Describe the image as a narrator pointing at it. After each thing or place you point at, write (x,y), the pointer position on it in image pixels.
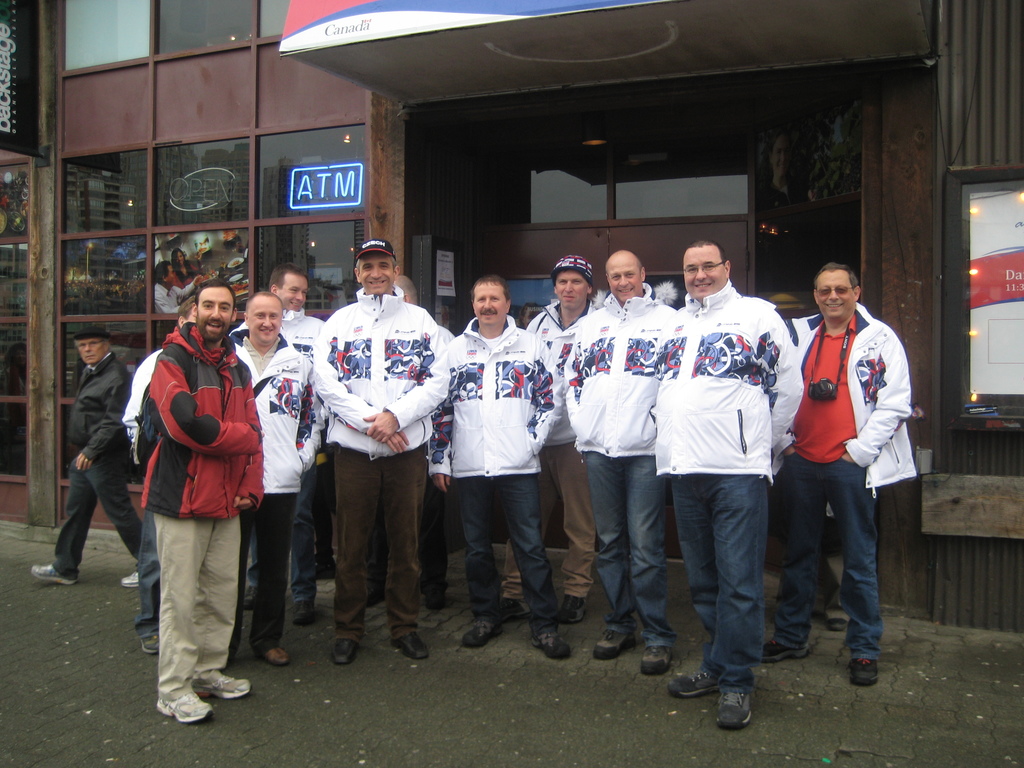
In the image we can see there are people (453,369) standing and one is walking. They are wearing clothes (89,437), shoes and some of them are wearing spectacles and caps (572,266). Here we can see the road (402,679) and the building (165,118). Here we can see the posts (205,277) and led text (322,188).
